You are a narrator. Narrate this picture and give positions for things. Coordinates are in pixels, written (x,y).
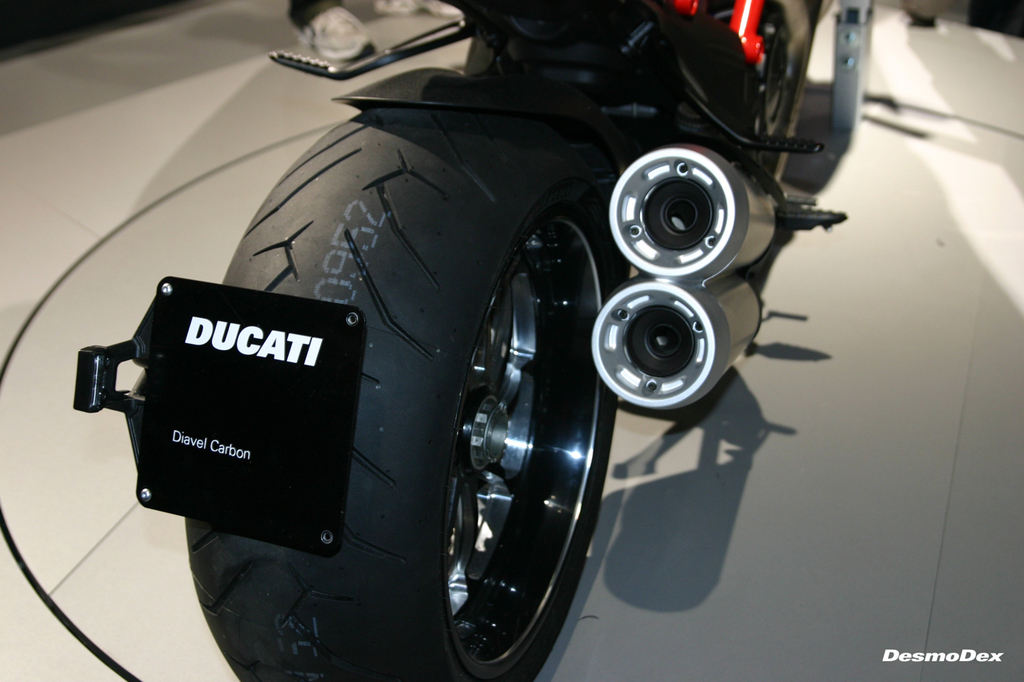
In this image we can see a bike (638,104) which is on the platform (809,314). On the bottom right corner (958,655) there is a watermark (940,663). On the left (204,498) we can see a number plate (318,403) on which we can read that ducati. On the top (311,0) we can see a person (308,23) who is wearing jeans (305,13) and white shoe (346,27).
